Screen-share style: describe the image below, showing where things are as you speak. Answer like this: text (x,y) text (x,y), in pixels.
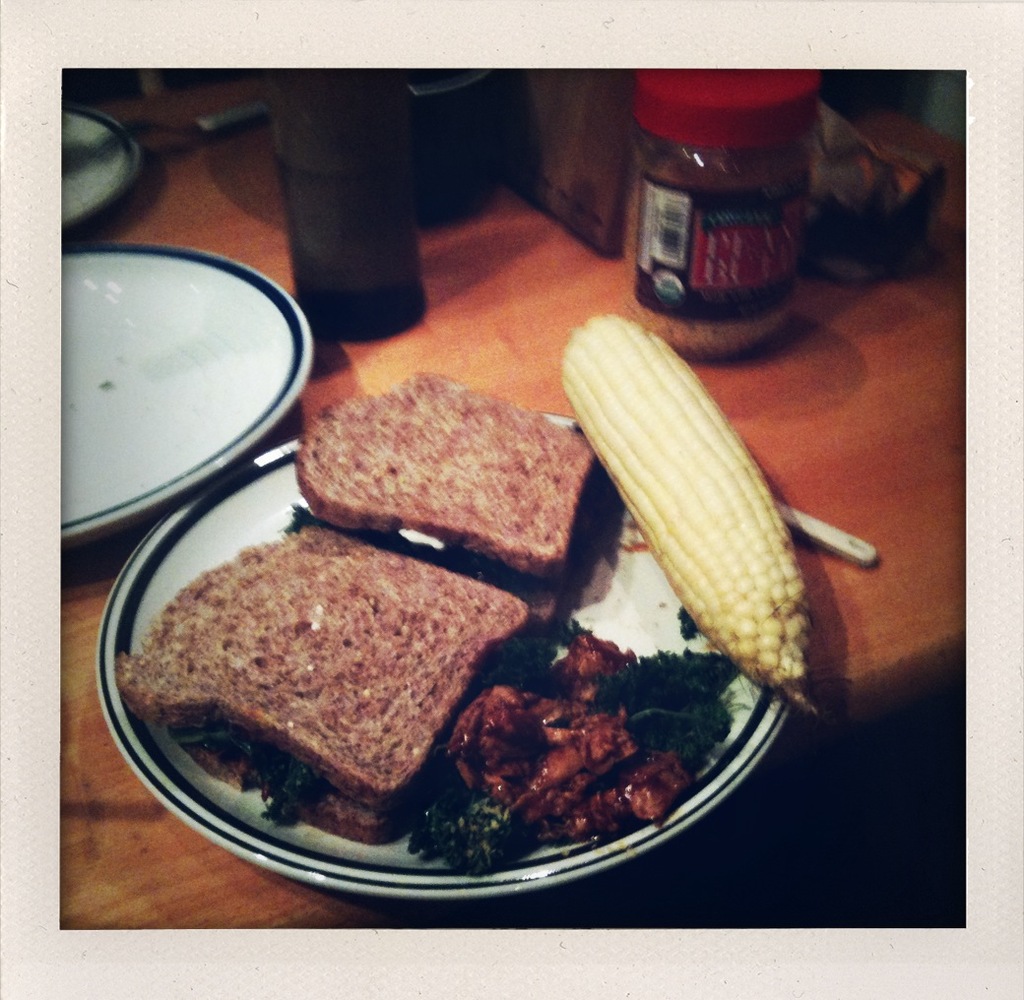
These are the bread slices (370,599) in a white color plate (121,610) and here it is a corn (717,523).
